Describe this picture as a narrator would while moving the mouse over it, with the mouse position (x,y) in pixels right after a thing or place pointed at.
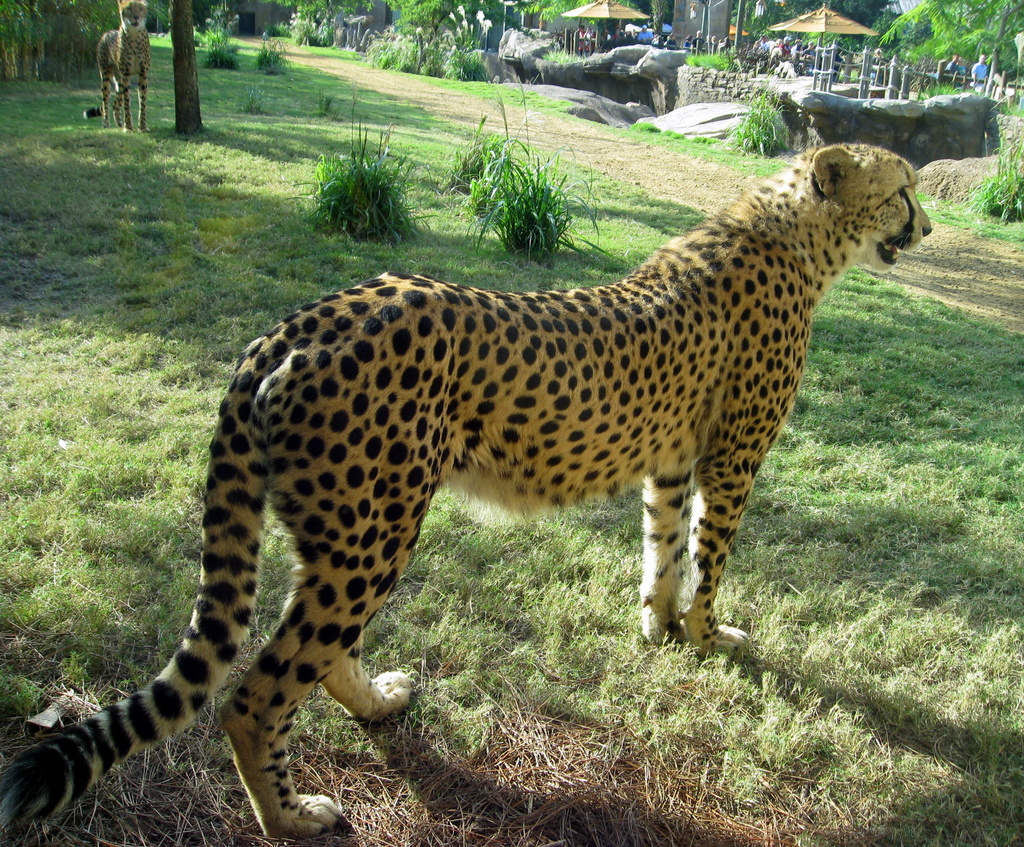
In this image I see 2 cheetahs (533,319) which are of orange and black in color and I see the green grass (314,235) and plants (393,172). In the background (444,7) I see the fencing (716,50), trees (789,8) and few people (807,44).
